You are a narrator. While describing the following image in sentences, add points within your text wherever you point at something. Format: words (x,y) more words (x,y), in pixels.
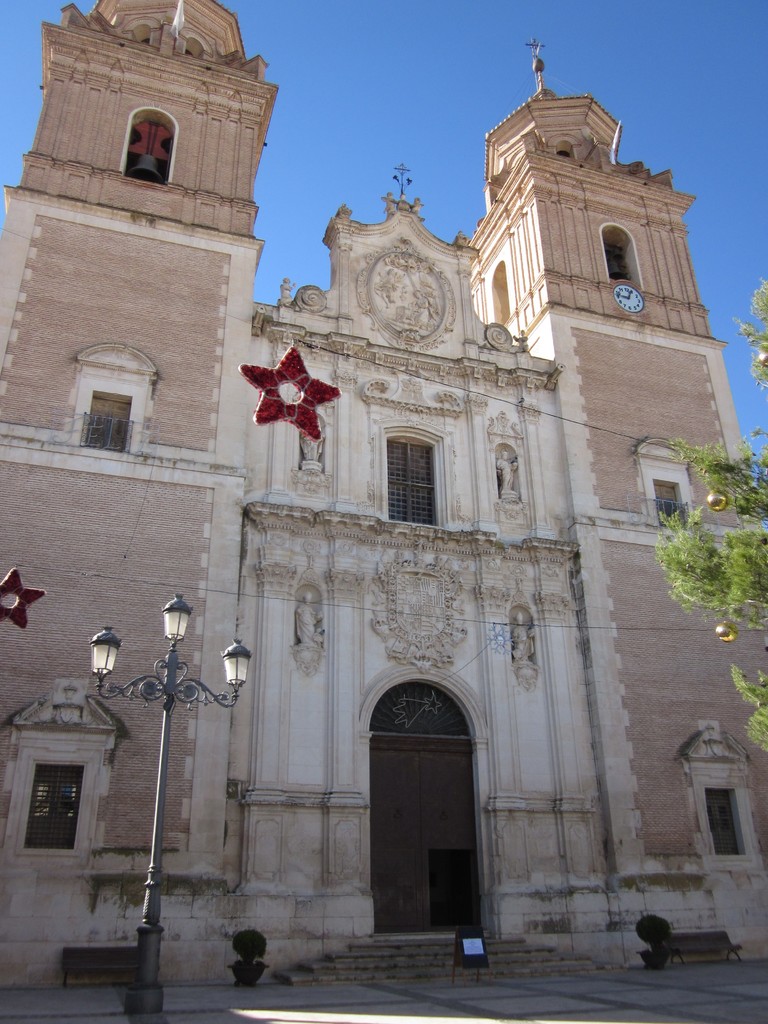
In this image I see a building (336,335) which is of white and light brown in color and I see the red color stars (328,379) and I see a pole (200,685) on which there are 3 lights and I see the golden color things (712,500) on this green leaves (700,561) and I see a clock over here and I can also see 2 benches (679,937) and 2 plants (655,934) and I see the steps (434,967) over here. In the background (364,53) I see the blue sky (320,139).
